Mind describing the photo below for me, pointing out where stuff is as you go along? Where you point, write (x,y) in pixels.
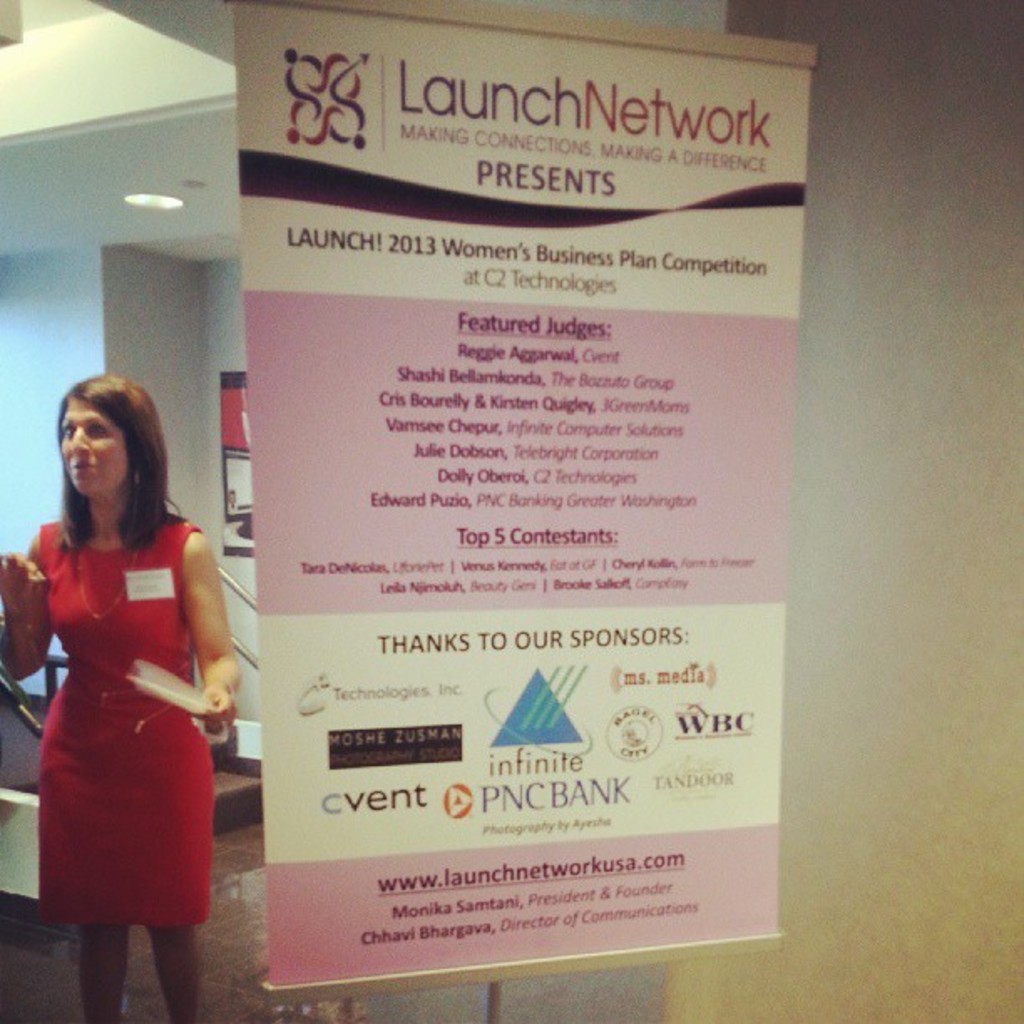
In this image we can see a poster (773,903) with some text (619,563) and logos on it, behind it there is a lady (158,921) standing and holding a paper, in the background (228,744) there are some objects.
